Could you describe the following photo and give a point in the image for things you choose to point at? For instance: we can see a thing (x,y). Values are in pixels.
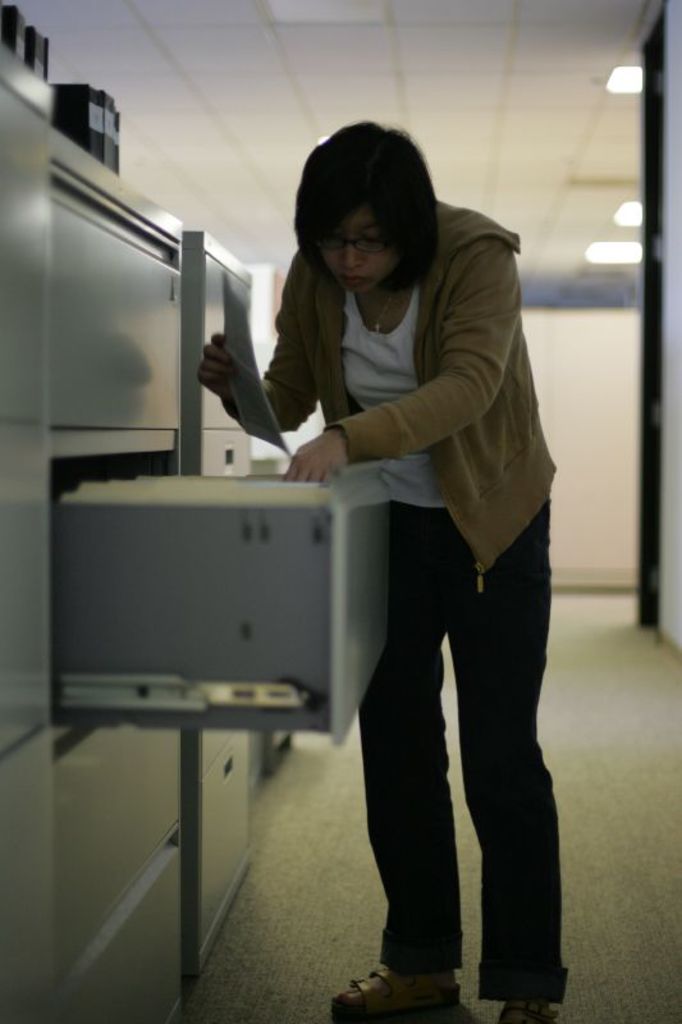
In this image we can see a woman (402,639) standing on the floor (480,938) and holding a paper (233,318). We can also see the drawers (189,452) and some other objects (112,110). We can see the wall (582,378) and also the lights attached to the ceiling (540,76).
